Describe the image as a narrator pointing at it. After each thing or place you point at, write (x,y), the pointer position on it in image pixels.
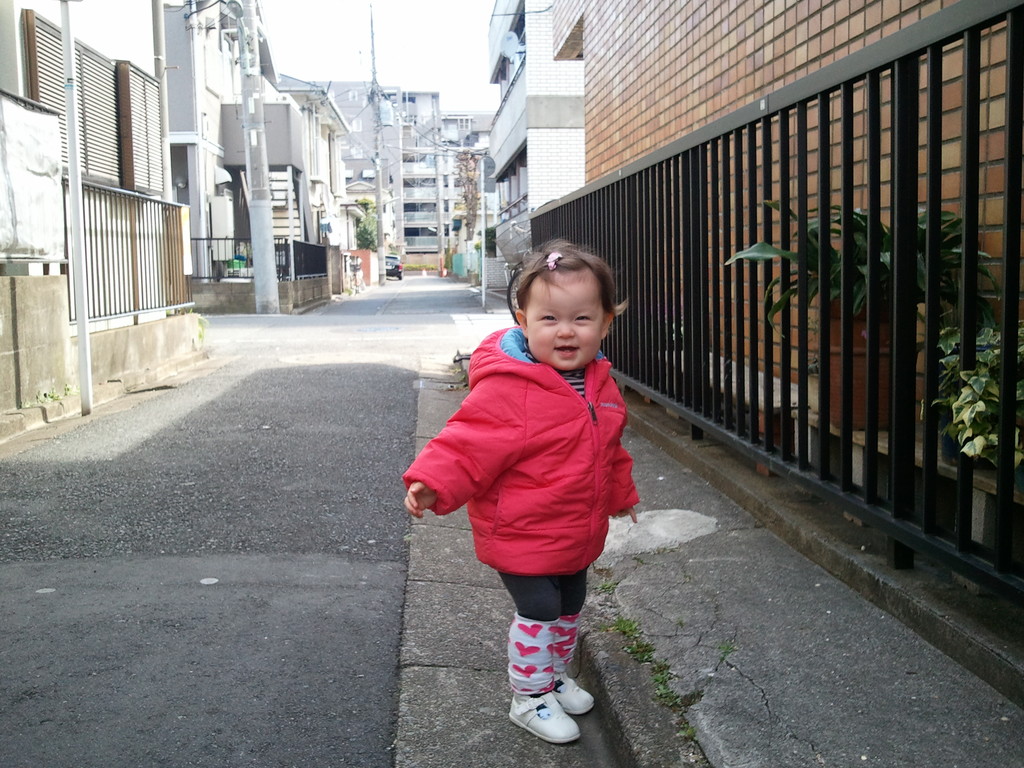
There is a girl (550,425) standing and we can see fence (801,356), behind the fence (1011,413) we can see house plants (991,397) and wall (738,94). In the background (249,166) we can see buildings (174,39), poles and sky (440,82).
